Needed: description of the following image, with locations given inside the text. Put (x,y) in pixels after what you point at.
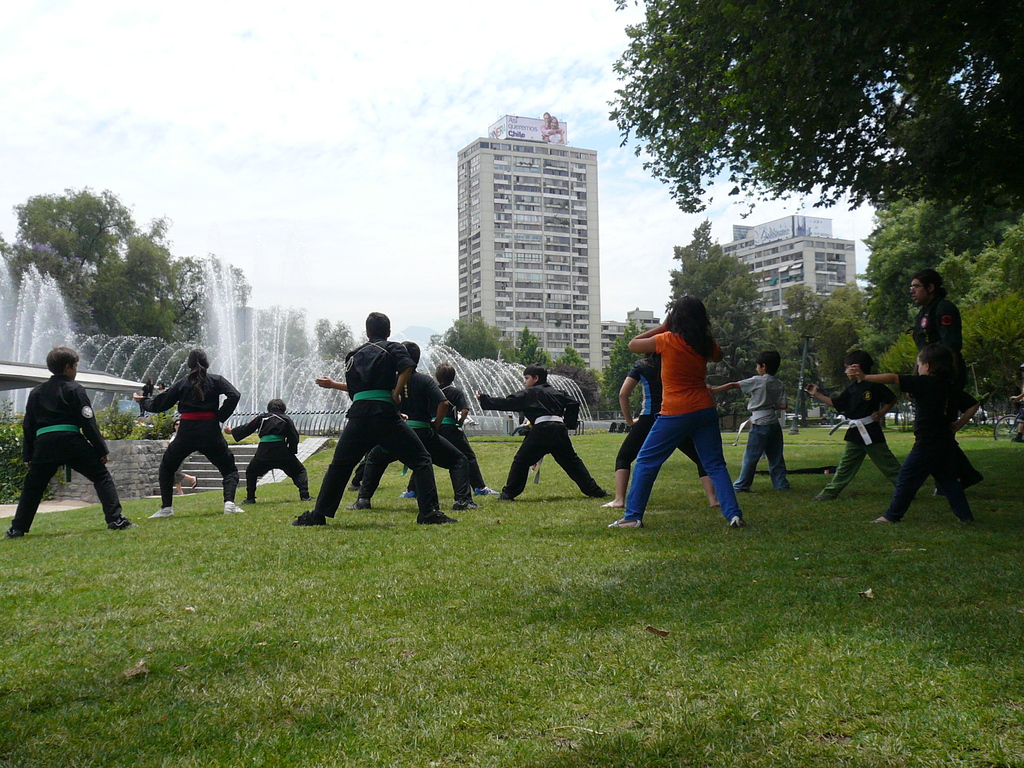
This is the picture of a park (66,424). In the foreground (652,371) there are group of people (362,444) standing. At the back (1015,371) there are trees (904,312), buildings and there is a fountain (484,375). At the top (55,107) there is sky (514,110) and there are clouds (452,119). At the bottom (522,649) there is grass (712,648). There are hoardings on the buildings (594,247).
